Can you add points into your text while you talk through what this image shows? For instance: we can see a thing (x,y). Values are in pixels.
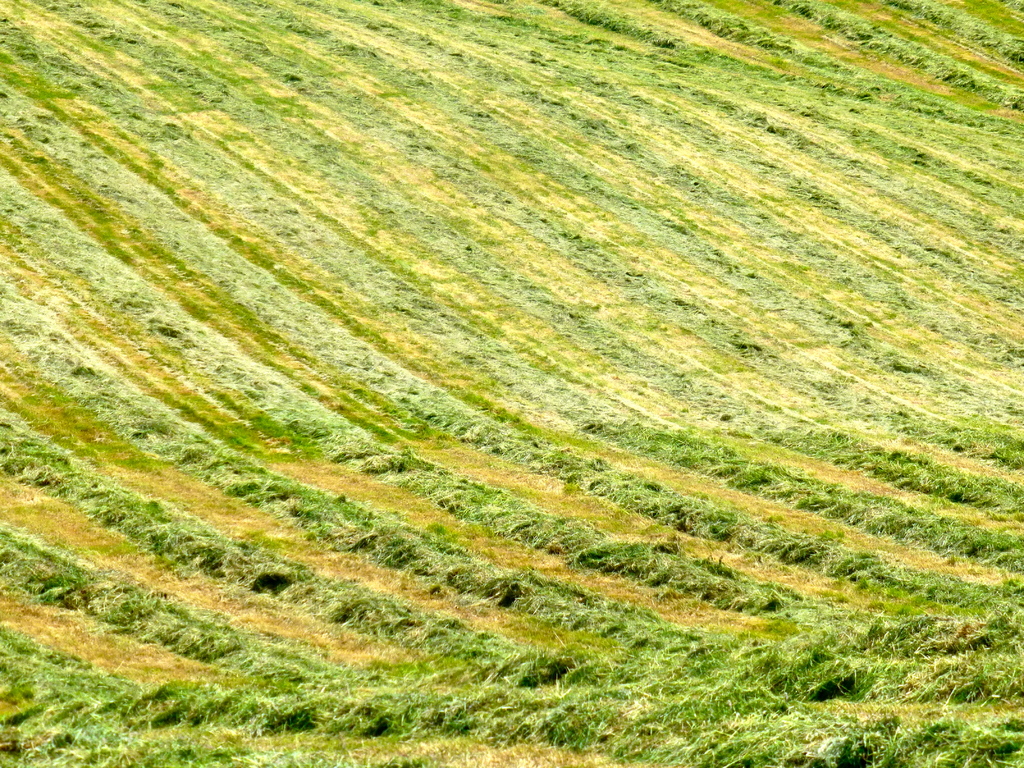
Here we can see grass (352,495) in green color.
